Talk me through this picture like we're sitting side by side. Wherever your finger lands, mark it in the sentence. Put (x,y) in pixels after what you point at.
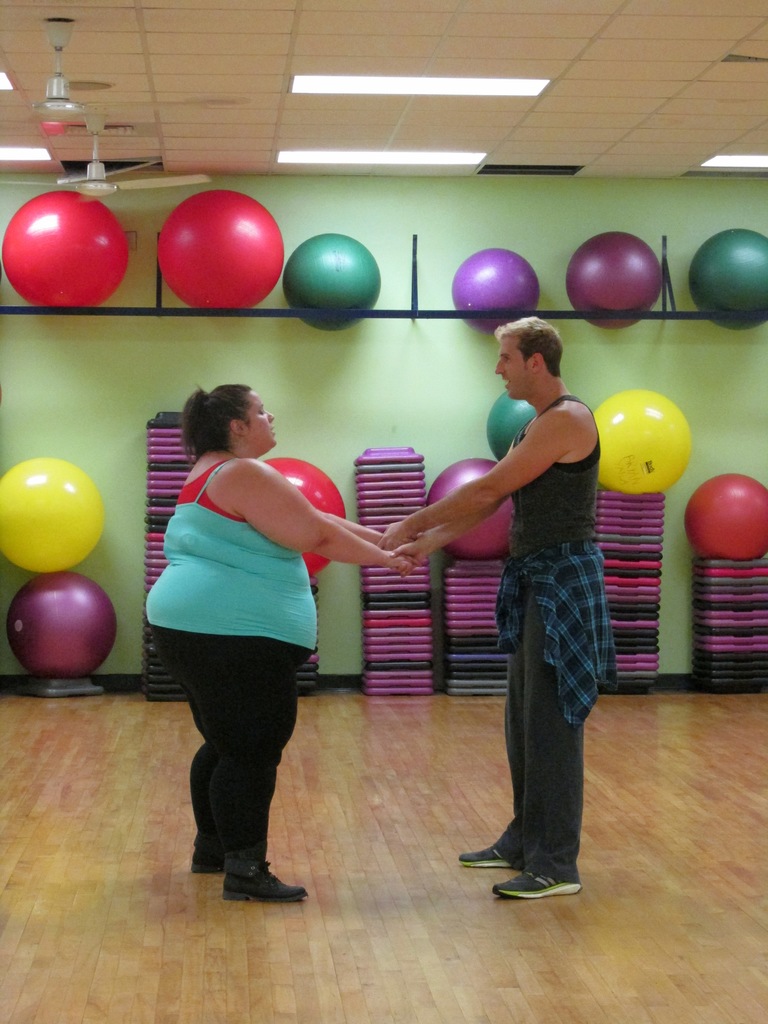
In this image I see a woman (210,438) and a man (546,340) who are holding hands (391,562) and I see that the woman (203,511) is wearing red and blue top (186,587) and black pants (254,684) and this man (558,487) is wearing black dress (555,517) and I see the floor (674,879). In the background (0,560) I see the balls (379,280) which are of different colors and I see few more things (360,492) over here and I see the green wall (341,357) and on the ceiling (375,22) I see the lights (744,160) and the fans (96,148).
